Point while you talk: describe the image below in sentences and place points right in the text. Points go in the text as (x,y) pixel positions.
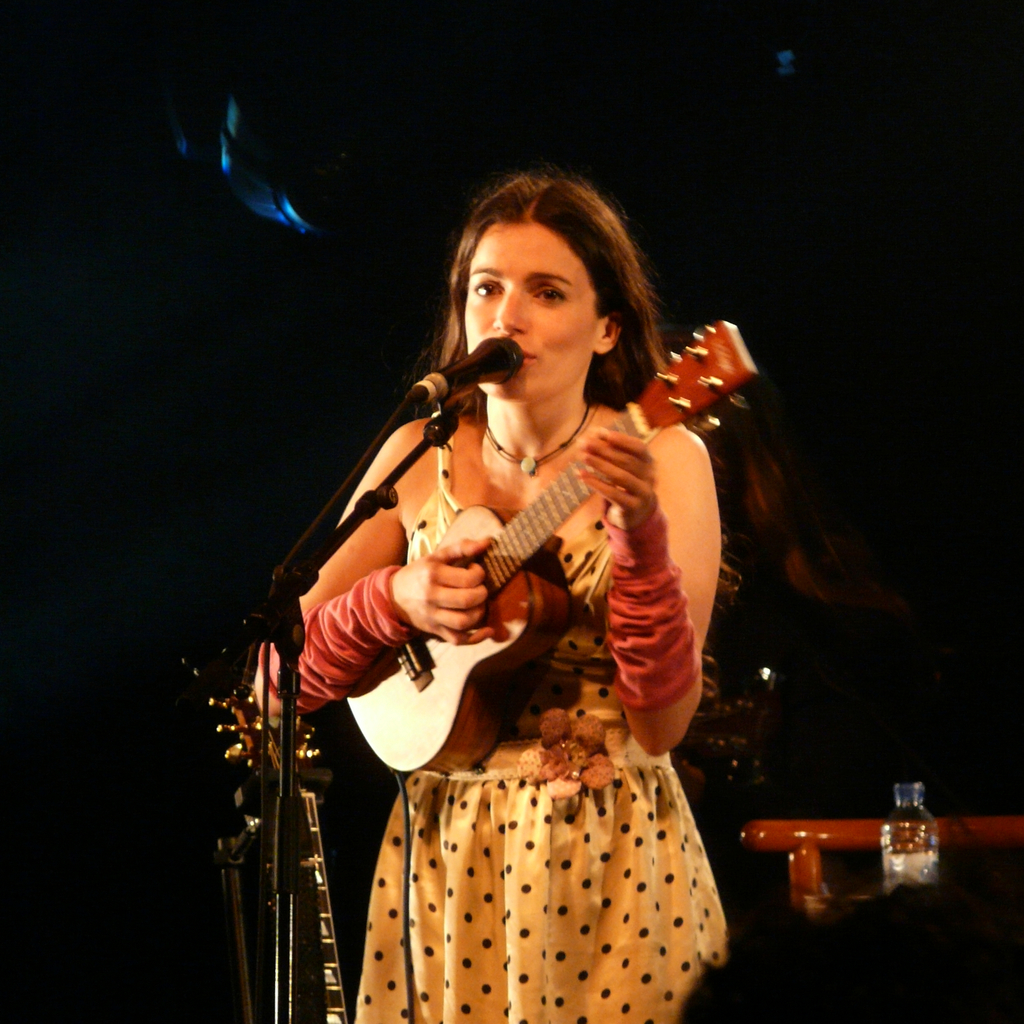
In this image the woman (617,327) is holding a guitar (406,761). There is a mic (472,374) and a stand (445,403).
